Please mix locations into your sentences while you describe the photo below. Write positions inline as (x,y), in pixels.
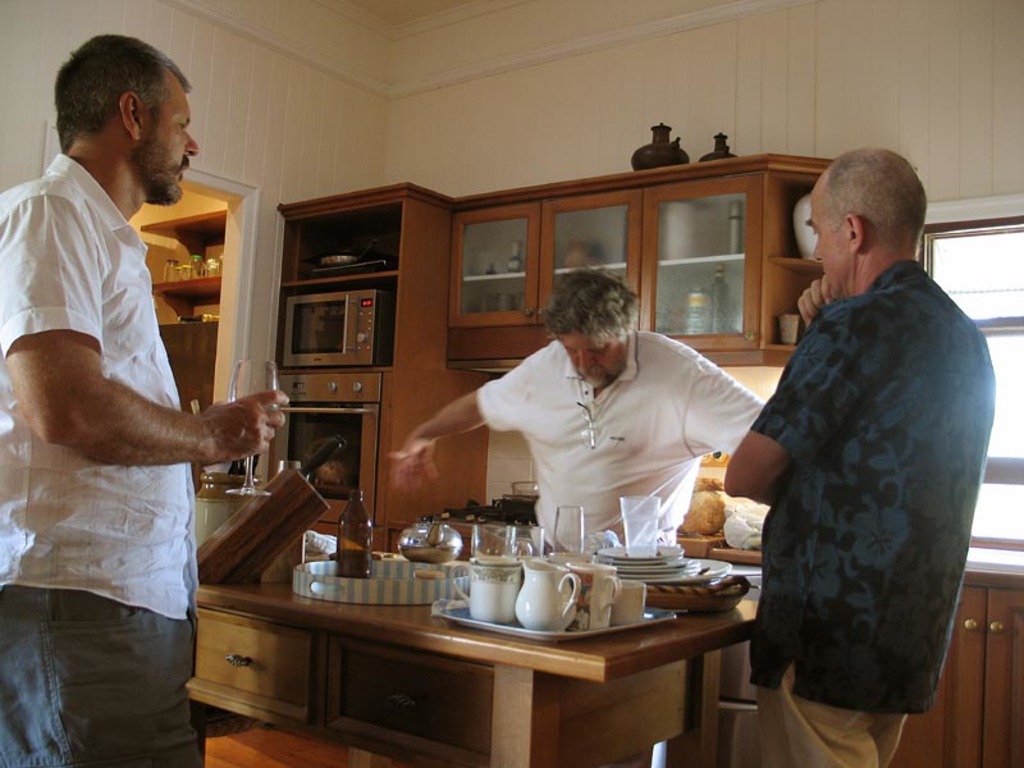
There are group of people (86,508) standing and there are shelf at their back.
